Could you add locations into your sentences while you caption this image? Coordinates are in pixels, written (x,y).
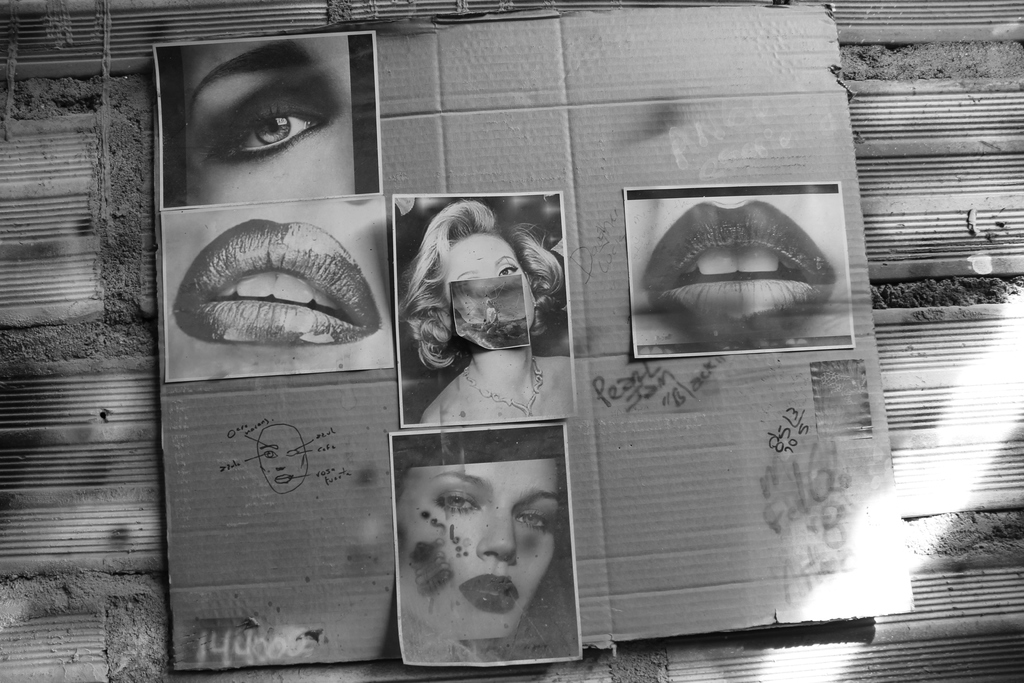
In the image there is a cardboard (798,383) kept on a surface (1023,205) and the pictures (292,266) of lips (223,269), an eye (270,131) and two women (413,560) are stick to that cardboard (389,506).
